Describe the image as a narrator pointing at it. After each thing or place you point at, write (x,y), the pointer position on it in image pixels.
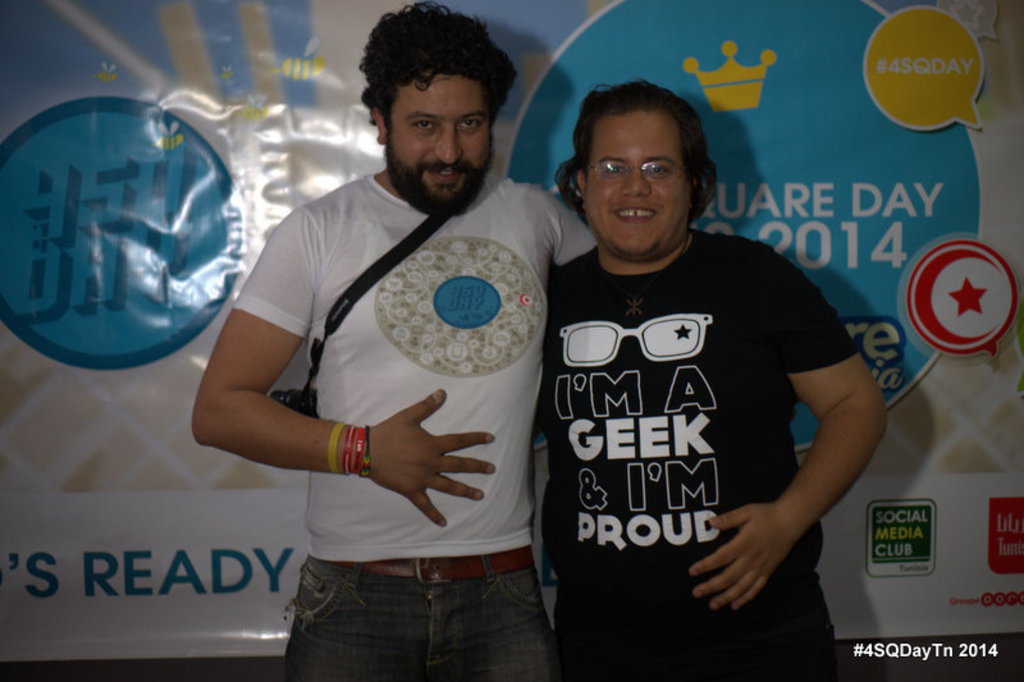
In the middle of this image (626,338), there are two persons (726,354) smiling and standing. On the bottom right (874,648), there is a watermark (953,647). In the background (904,108), there is a banner (69,125).
